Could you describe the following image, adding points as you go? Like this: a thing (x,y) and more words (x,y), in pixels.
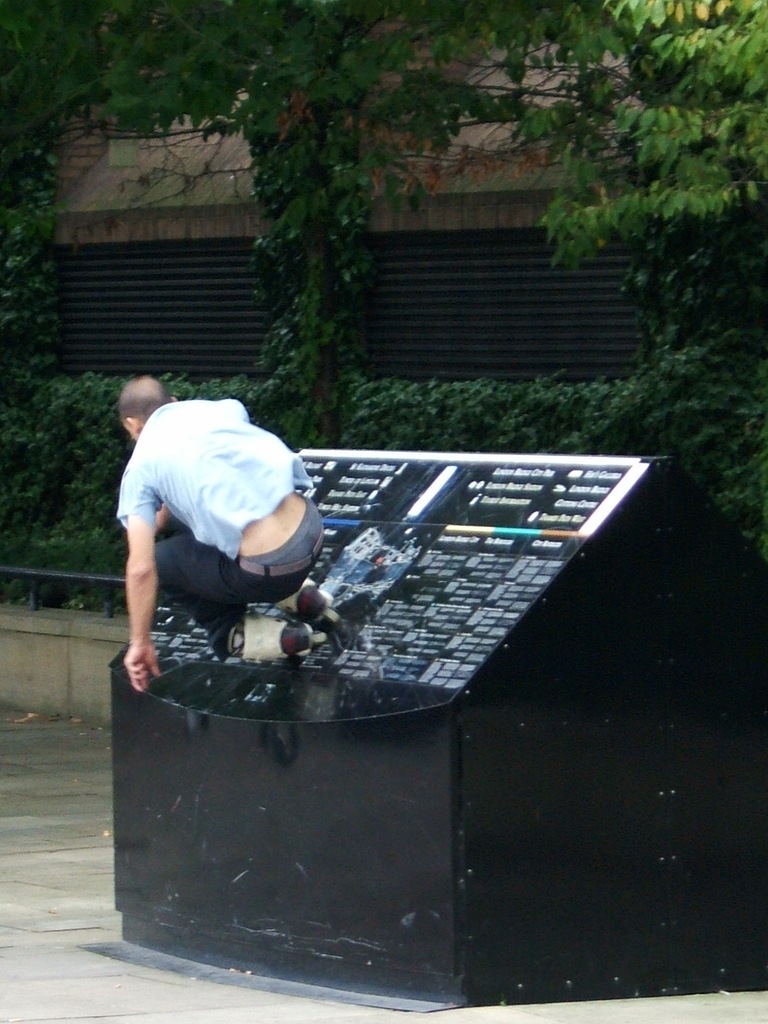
A man (256,467) and the electronic device (547,730) is highlighted in this picture. A man (237,480) is trying to jump from the electronic device (368,665). Trees (300,60) are in green color.
